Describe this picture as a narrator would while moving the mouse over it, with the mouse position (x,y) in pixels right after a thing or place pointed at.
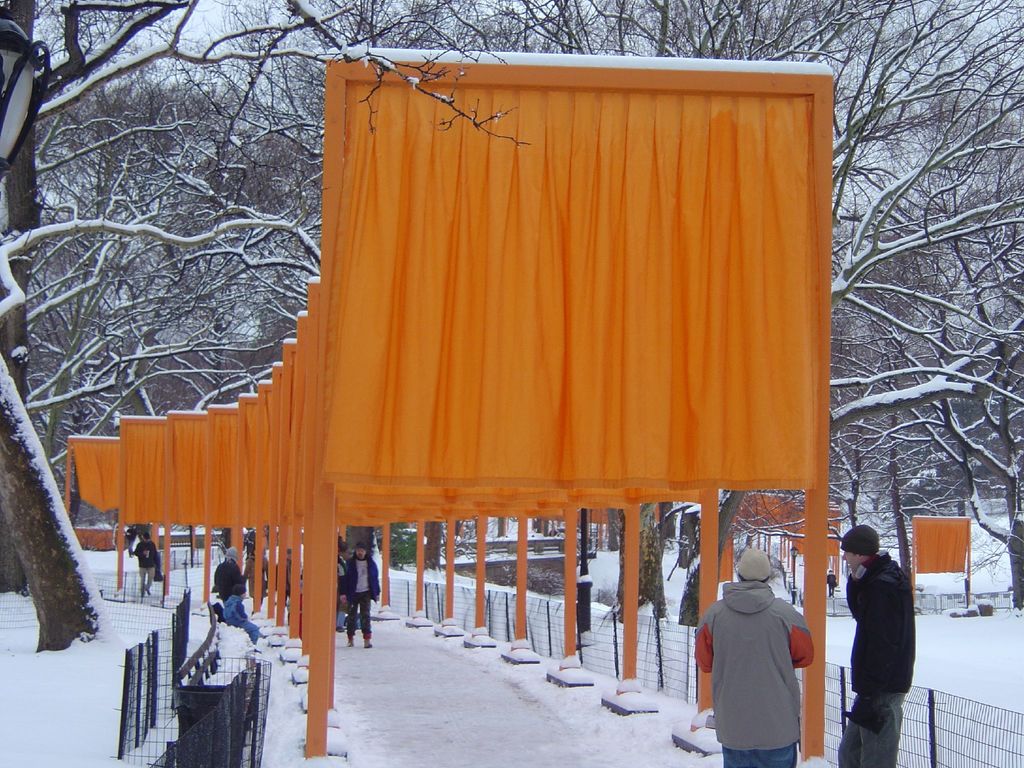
In the center of the image (396,396) we can see arches (813,421). And we can see arches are decorated with orange colored clothes (533,197). And we can see fences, snow (92,656), few people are standing, few people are wearing hats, few people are wearing jackets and a few other objects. In the background (679,25) we can see the sky (287,10), clouds (113,19), trees (715,27), snow (998,640), arches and a few other objects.
